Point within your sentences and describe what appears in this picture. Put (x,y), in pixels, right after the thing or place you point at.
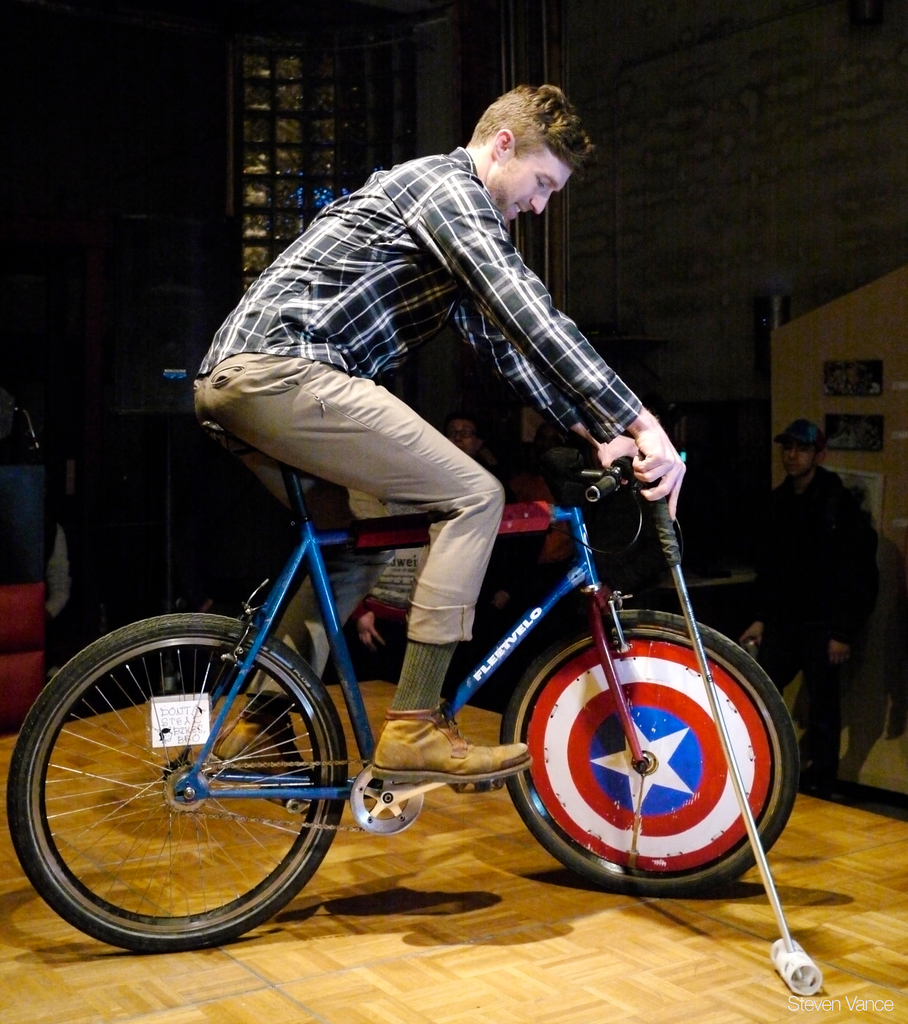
In this picture there is a boy (462,763) who is sitting on the bicycle (582,781), by holding a stick (663,520) in his hand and he is on the stage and there are some audience (500,552) behind and in front of the boy (312,615) at the right side of the image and there is a big window (284,177) behind the boy (323,420) at the center of the image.
